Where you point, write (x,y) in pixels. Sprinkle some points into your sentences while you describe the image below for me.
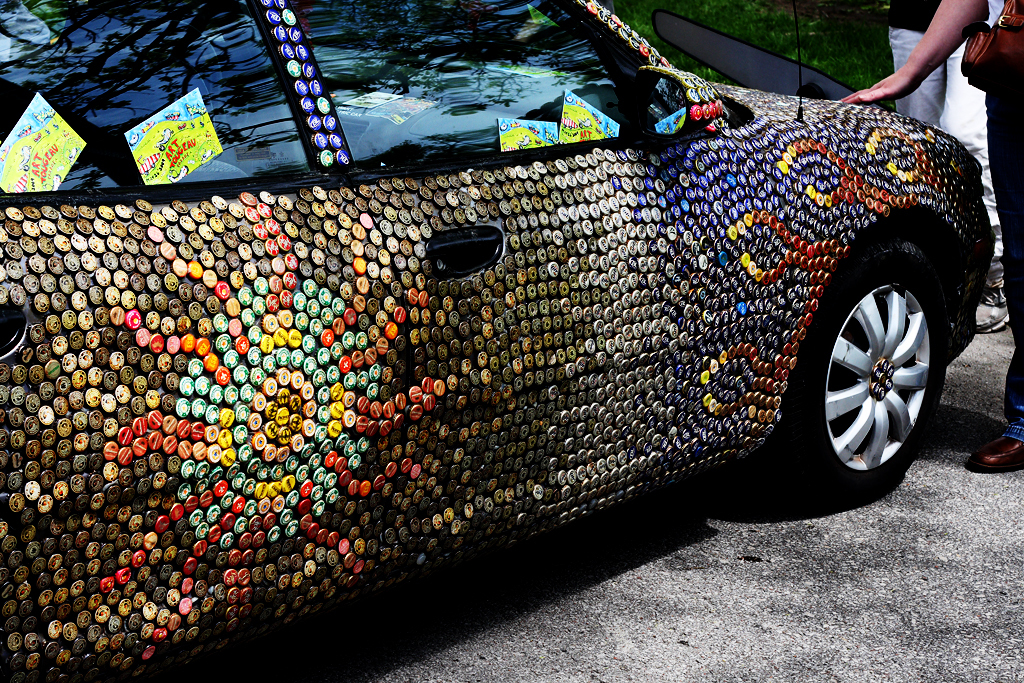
In the image we can see there is a car (575,443) parked on the road (527,556) and there are badges (310,381) pasted on the car (612,345). There is a woman (956,14) standing near the car (826,101).
